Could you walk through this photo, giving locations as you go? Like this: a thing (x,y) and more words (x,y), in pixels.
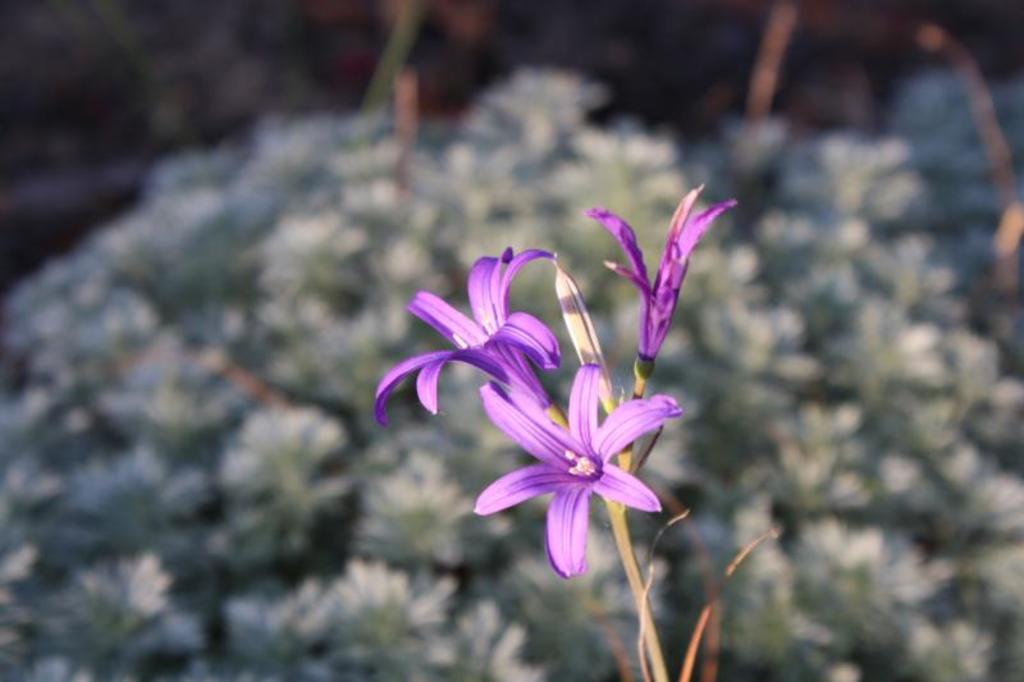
In this image we can see flowers (559,450) to the stem (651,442).
